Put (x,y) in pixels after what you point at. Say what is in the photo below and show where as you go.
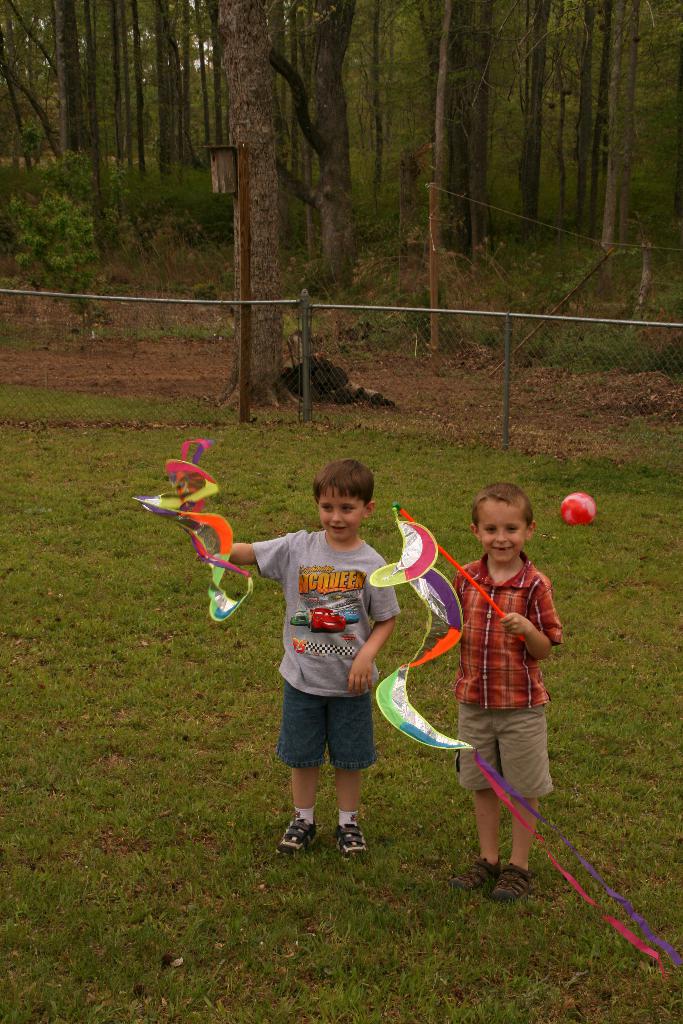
In this image, we can see two kids (506,603) standing and they are holding toys (421,586), there is grass (521,455) on the ground (588,403), we can see the fence (277,390), there are some trees (41,113).
